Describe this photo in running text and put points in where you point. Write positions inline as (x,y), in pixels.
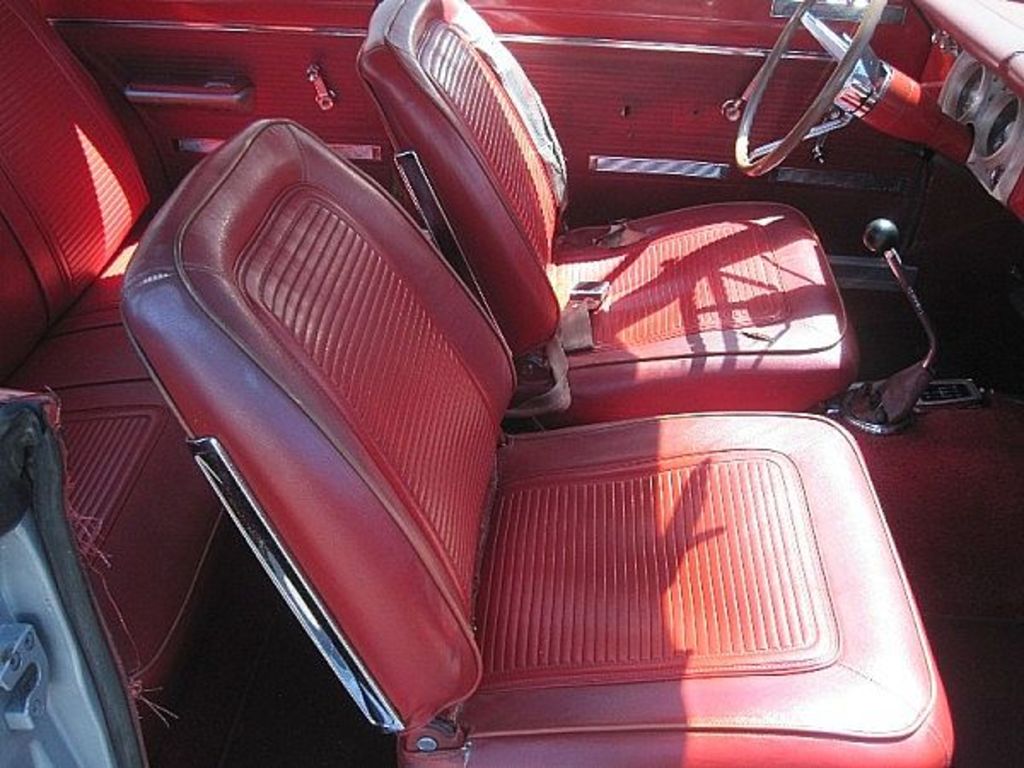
In this picture I can see the inside view of a vehicle (412,248), where there are seats (532,270), steering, gear lever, doors (684,136).
